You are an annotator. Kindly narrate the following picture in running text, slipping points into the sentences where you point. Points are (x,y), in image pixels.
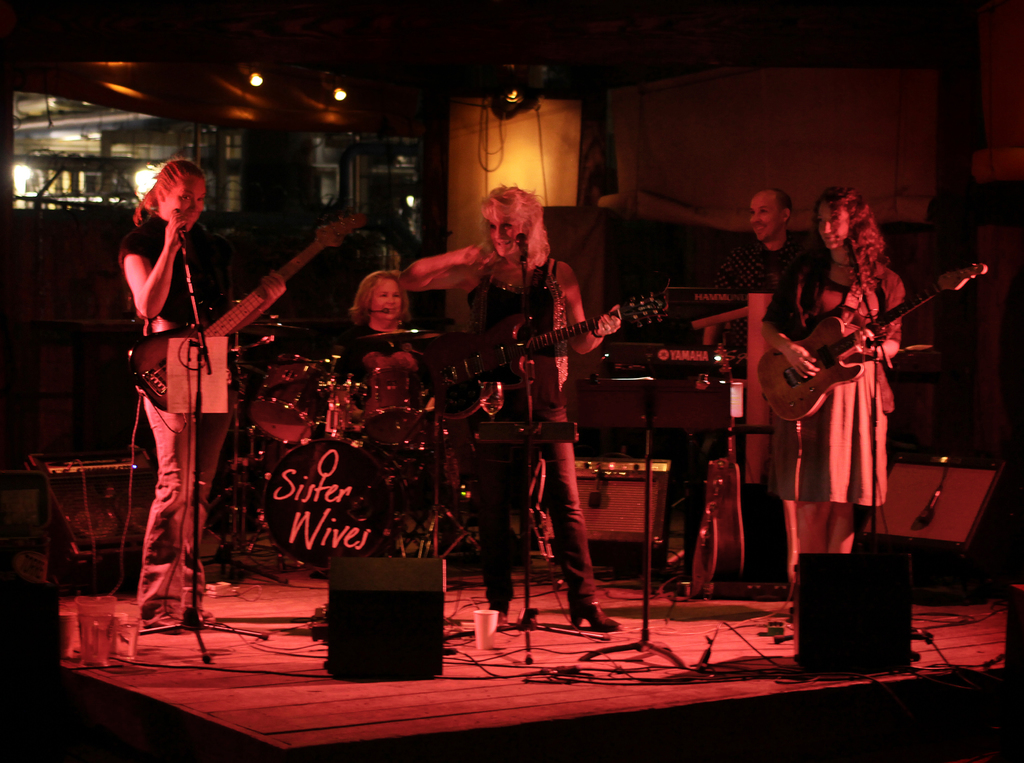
In this picture there are five people (484,314). There is a woman (227,302) holding a guitar (227,314) and a mic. There is also another woman (378,300) who is sitting on the chair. There is a woman (553,307) who is also holding a guitar (516,368). There is a man (766,256) who is standing at the back (773,240). There is a person (838,313) who is holding a guitar (851,345). There is a cup (491,636) and other musical instruments (348,511) at the background (652,531). There is a light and some cups (97,613).
